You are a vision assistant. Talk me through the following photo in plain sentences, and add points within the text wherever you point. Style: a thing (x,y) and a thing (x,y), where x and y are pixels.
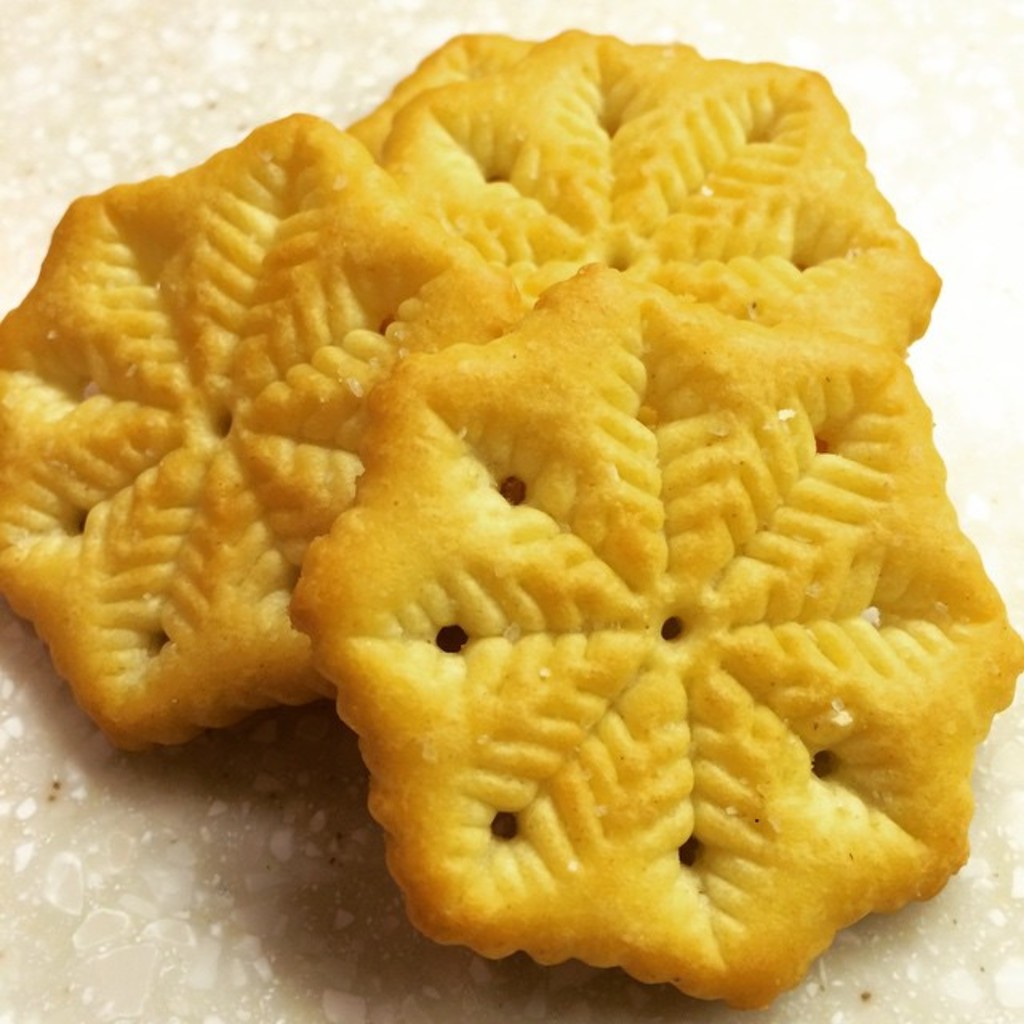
In the image we can see some biscuits (661,278).
